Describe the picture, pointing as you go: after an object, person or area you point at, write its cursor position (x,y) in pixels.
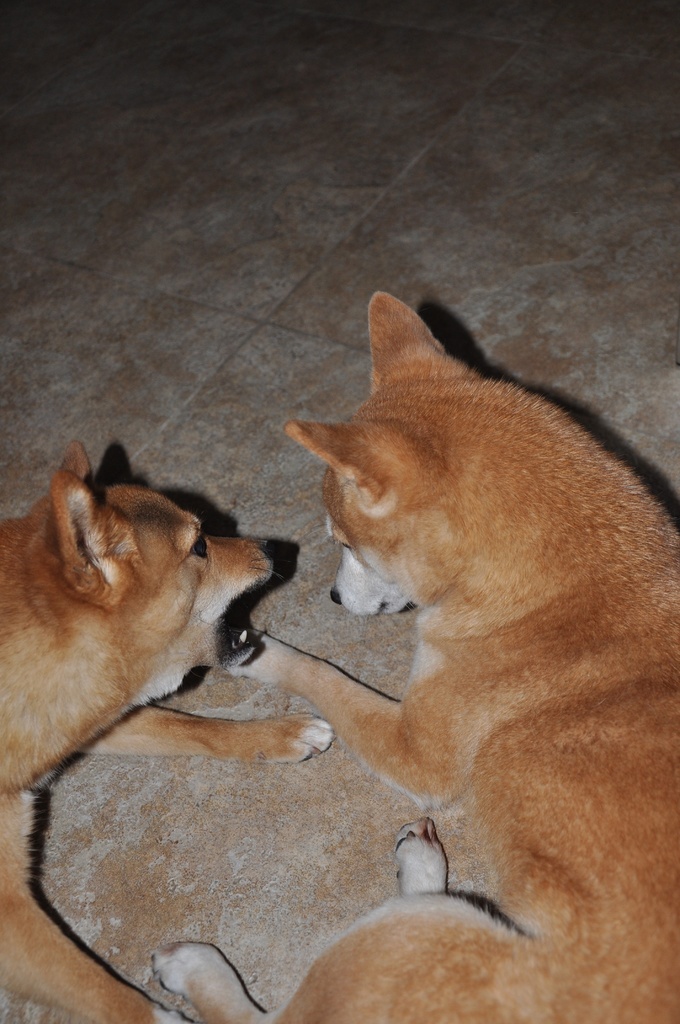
There are two brown color dogs (261,631) on the floor (261,253).
